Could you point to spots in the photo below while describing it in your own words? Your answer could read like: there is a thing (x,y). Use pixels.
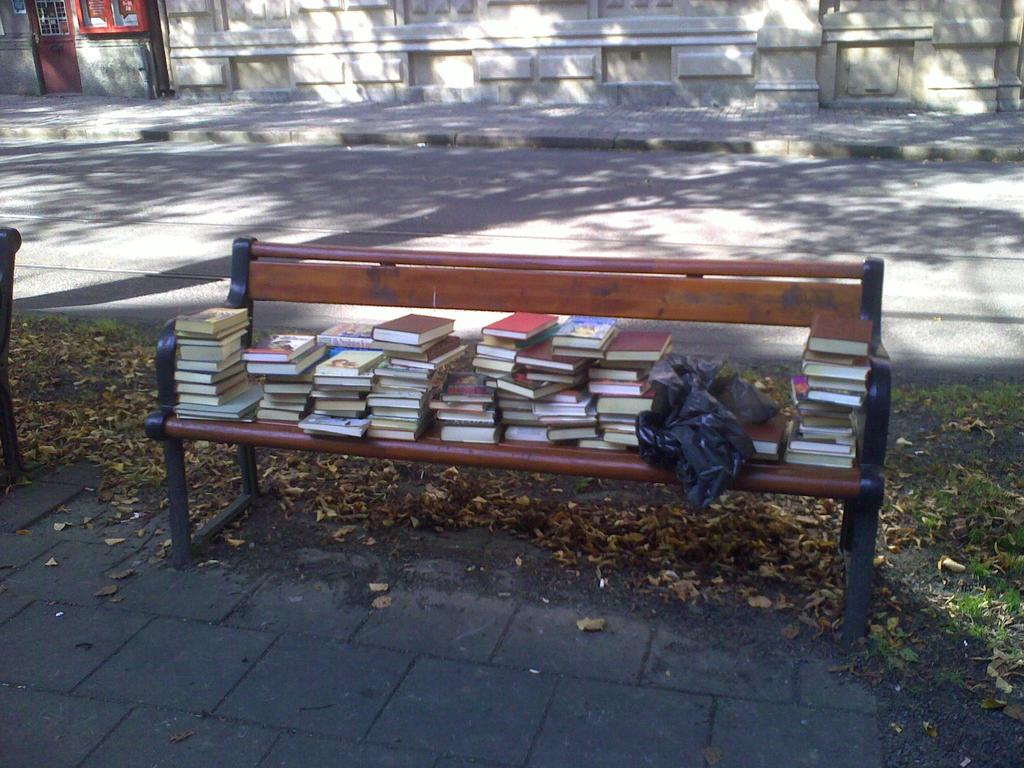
In this image there is a bench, there are books (550,380) on the bench (251,423), there is an object (716,401) on the bench (801,472), there is an object (16,240) truncated towards the left of the image (2,230), there is the road (219,209) truncated, at the background of the image (374,66) there is the wall (570,54) truncated, there is an object (123,20) truncated towards the top of the image (97,17), there is door (60,35) truncated towards the top of the image (50,47), there are dried leaves (425,507) on the ground (505,537), there is grass (972,552) truncated towards the right of the image (982,476), there is the ground (948,553) truncated towards the bottom of the image (476,691).
